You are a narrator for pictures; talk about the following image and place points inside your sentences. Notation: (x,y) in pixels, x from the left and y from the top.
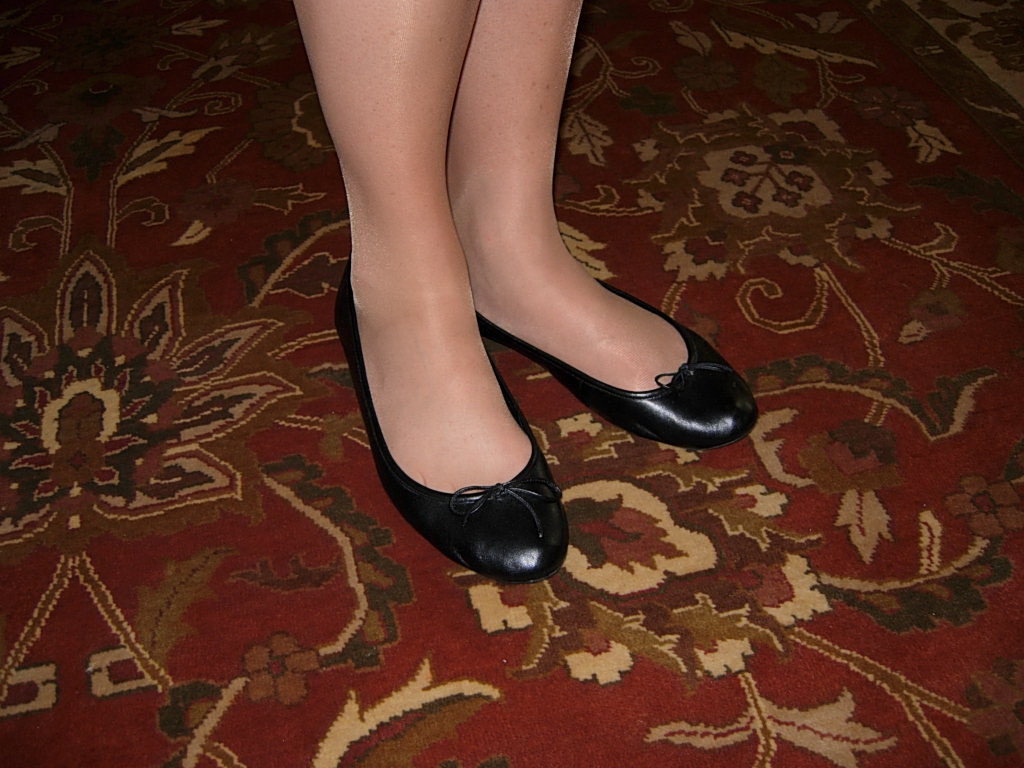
In this image, we can see the legs (499,104) of a woman (493,248), she is wearing black color shoes (362,353), there is a carpet (934,265) on the floor (337,378).
